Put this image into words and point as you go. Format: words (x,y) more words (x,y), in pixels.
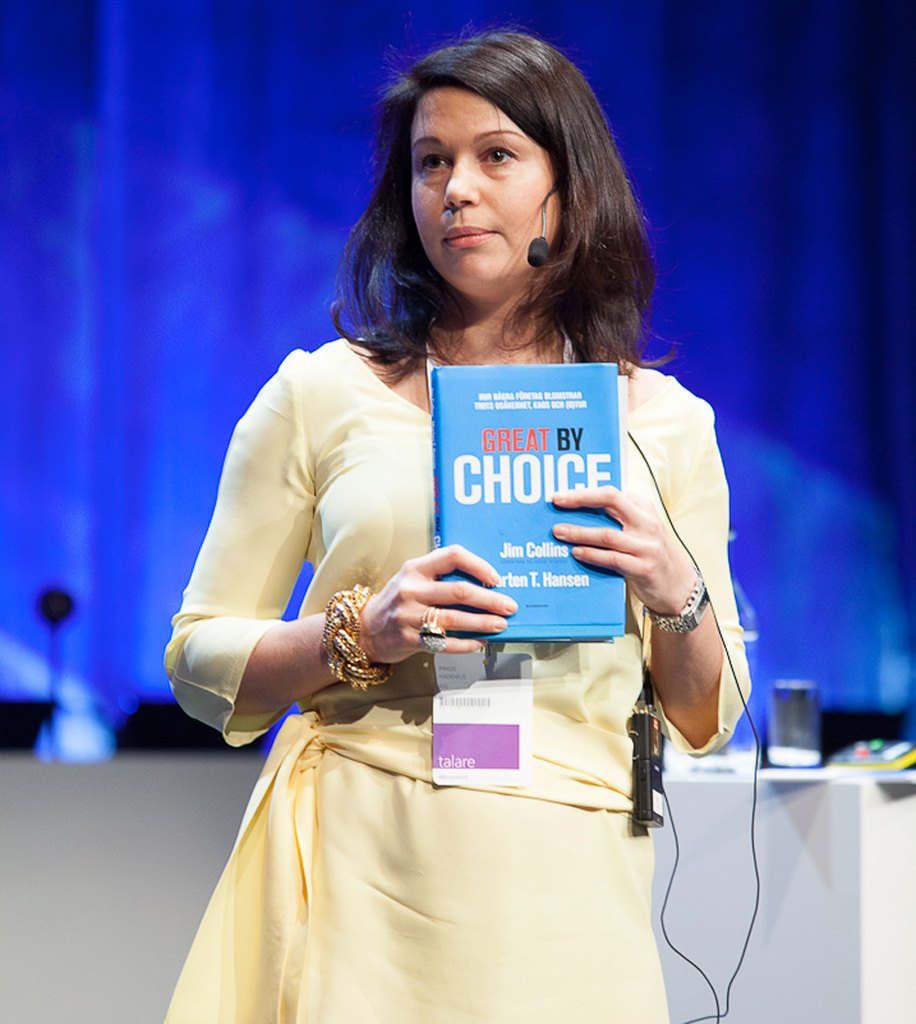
In the foreground of this image (414,501), there is a woman (416,711) standing in cream dress (503,847) holding a book (562,581) in her hand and she is wearing a mic (543,234). In the background (889,612), there is a table (840,869), a mic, glass (813,742) and a blue curtain (792,146) in the background (802,140).
